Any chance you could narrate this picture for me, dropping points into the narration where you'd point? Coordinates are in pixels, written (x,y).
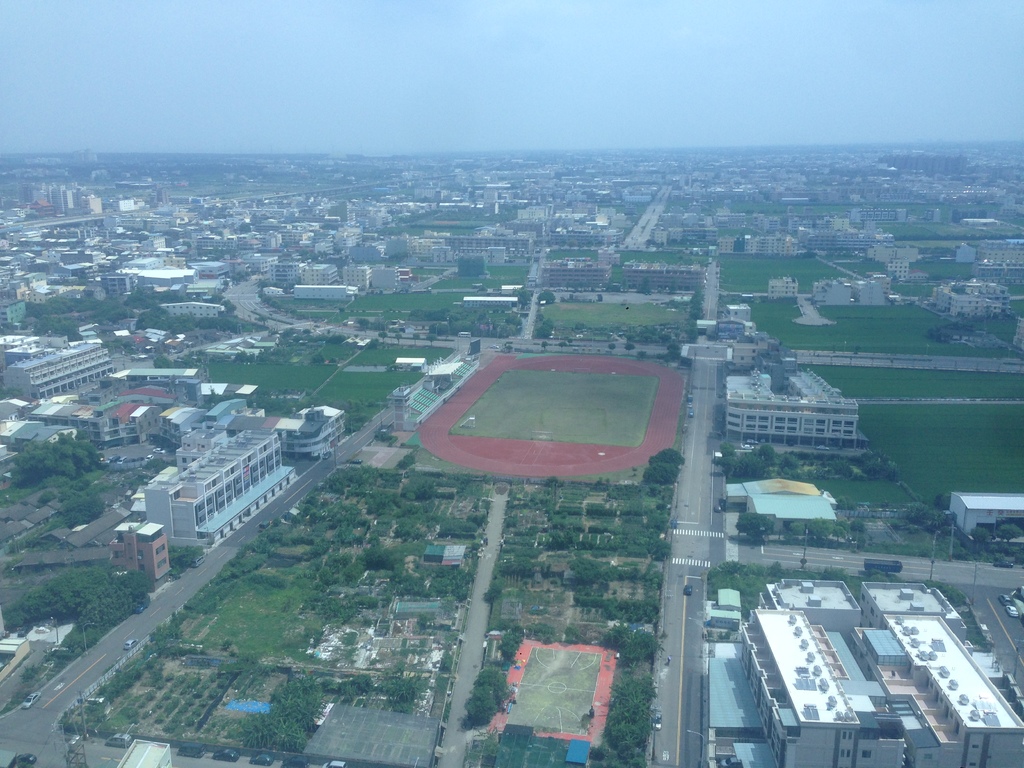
This is the picture of a city (587,492). In this image there are buildings (923,607) and trees (105,624) and poles (76,738) and there are vehicles (22,764) on the road (40,756). At the top (502,57) there is sky (502,57). At the bottom (287,596) there is grass (245,607).
